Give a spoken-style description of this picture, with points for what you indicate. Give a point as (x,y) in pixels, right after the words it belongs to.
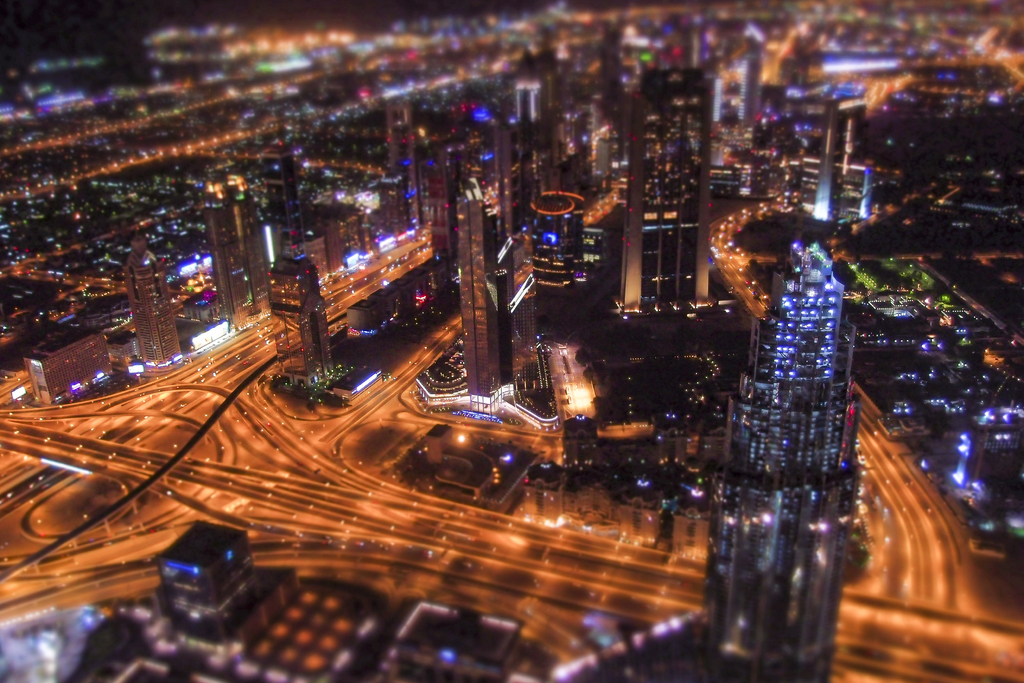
In this picture we can see buildings (835,639), roads (214,425), lights (806,440) and in the background (239,33) it is blurry.
